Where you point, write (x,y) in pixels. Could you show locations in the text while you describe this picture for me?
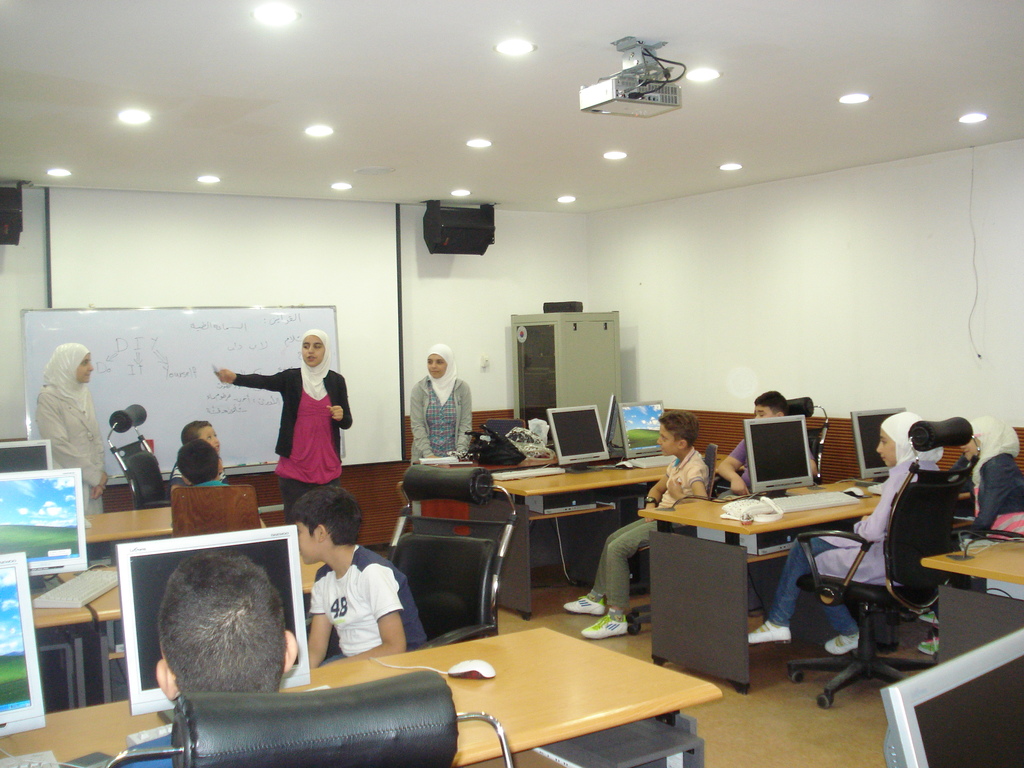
people (316,650) are sitting on the chairs (804,538). in front of them on the tables (489,684) there are computers (262,544). at the back (440,423) 3 people (71,419) are standing. behind them there is a white board (172,343) and a projector display (173,247). on the top (619,95) there is a projector (619,87) and lights (514,49).
